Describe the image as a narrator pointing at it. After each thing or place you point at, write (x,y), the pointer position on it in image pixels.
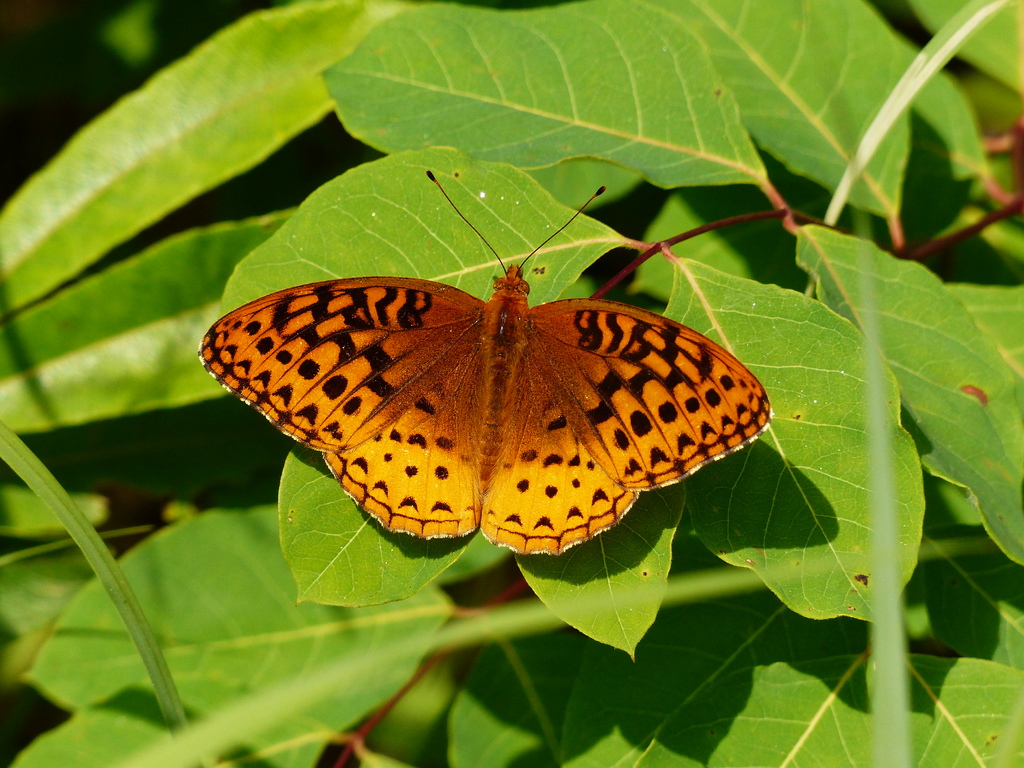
In this image we can see the butterfly (590,330) on the leaves (362,173).
